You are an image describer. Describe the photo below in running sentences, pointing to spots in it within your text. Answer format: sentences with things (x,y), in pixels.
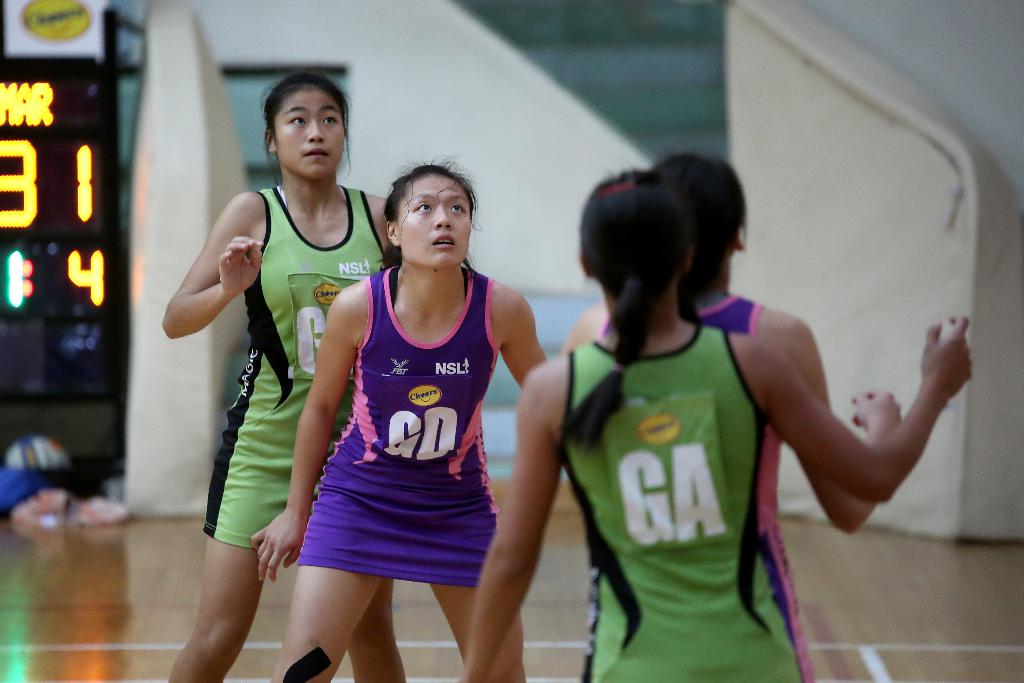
In this picture we can see four girls (401,292) standing, on the left side (92,238) there is a digital screen (48,176), we can see a blurry background (842,108).
